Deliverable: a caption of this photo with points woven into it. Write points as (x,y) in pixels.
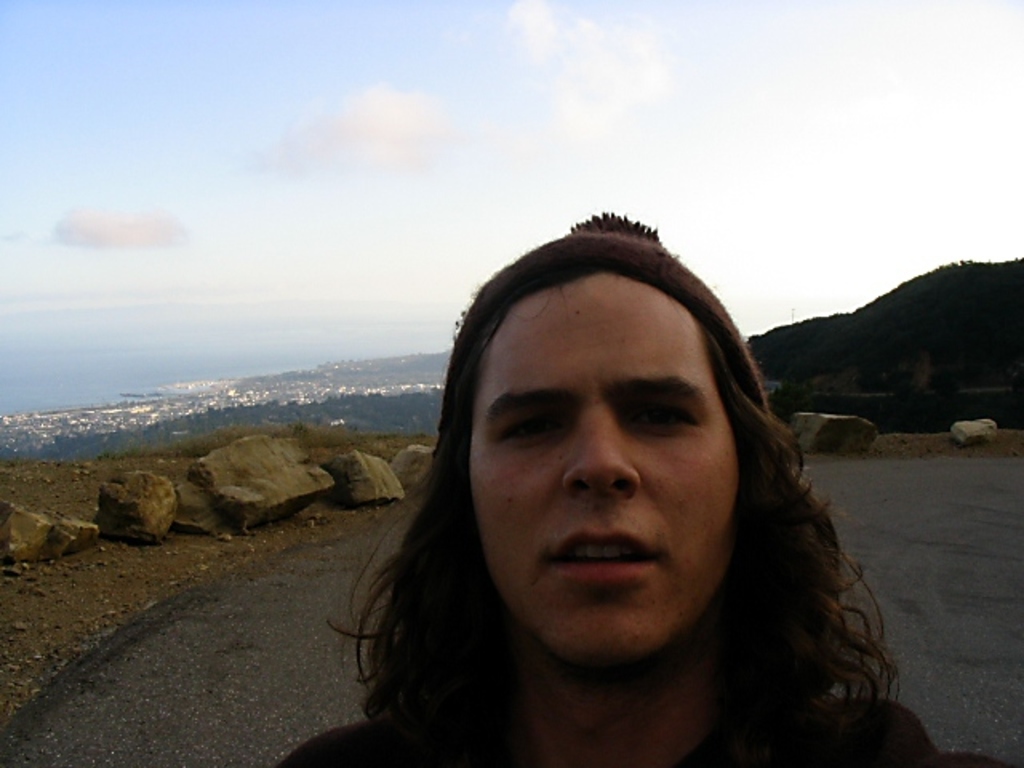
In the image we can see there is a person (582,504) standing and behind there are rocks (170,511) on the ground (348,449).
